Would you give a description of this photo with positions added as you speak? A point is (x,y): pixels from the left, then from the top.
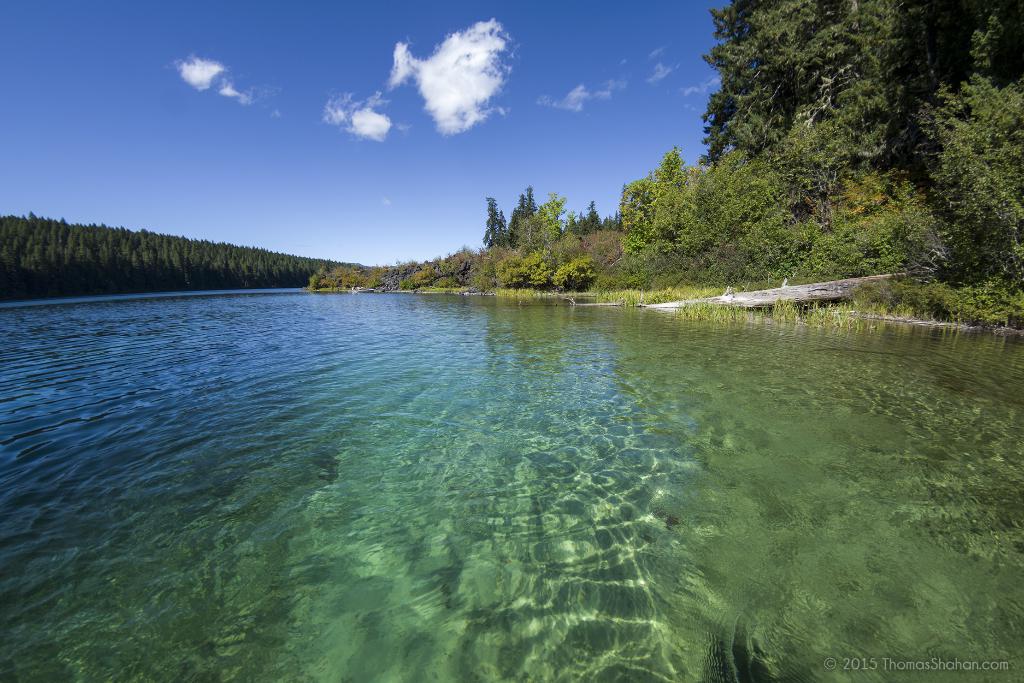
On the bottom right (1006,666), there is a watermark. In the middle of this image (374,440), there is water (288,353) of a river (389,398). On both sides of this river (282,416), there are trees (271,252) on the ground (962,326). In the background (619,54), there are clouds (208,70) in the blue sky (260,82).
